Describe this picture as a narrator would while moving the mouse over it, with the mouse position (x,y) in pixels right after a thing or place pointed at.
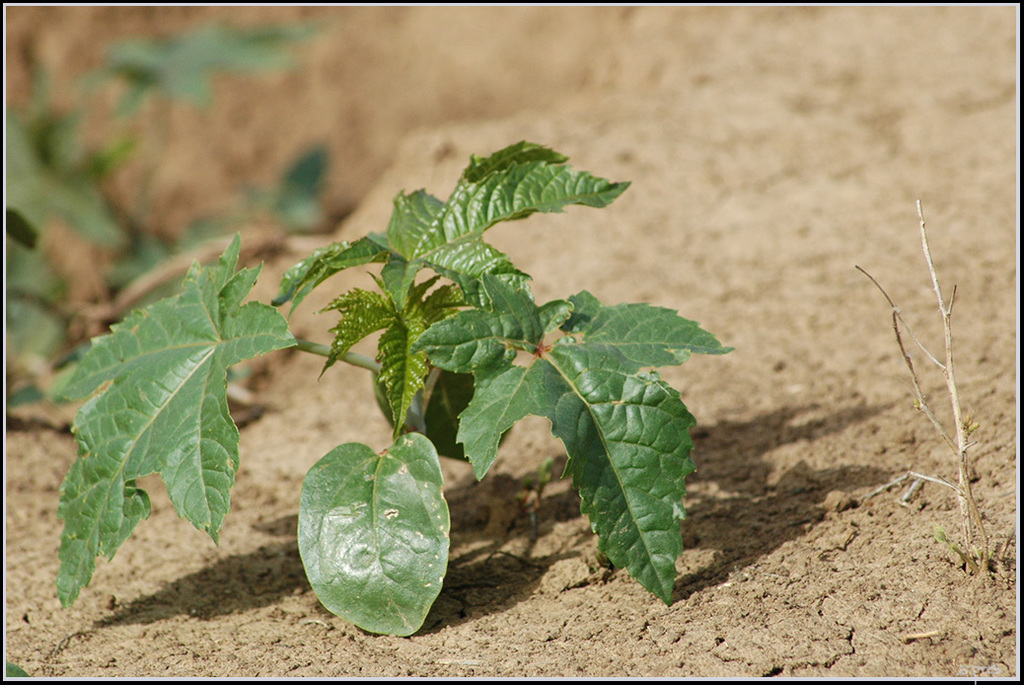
In this image we can see two plants (395,275) on the ground (488,515).
